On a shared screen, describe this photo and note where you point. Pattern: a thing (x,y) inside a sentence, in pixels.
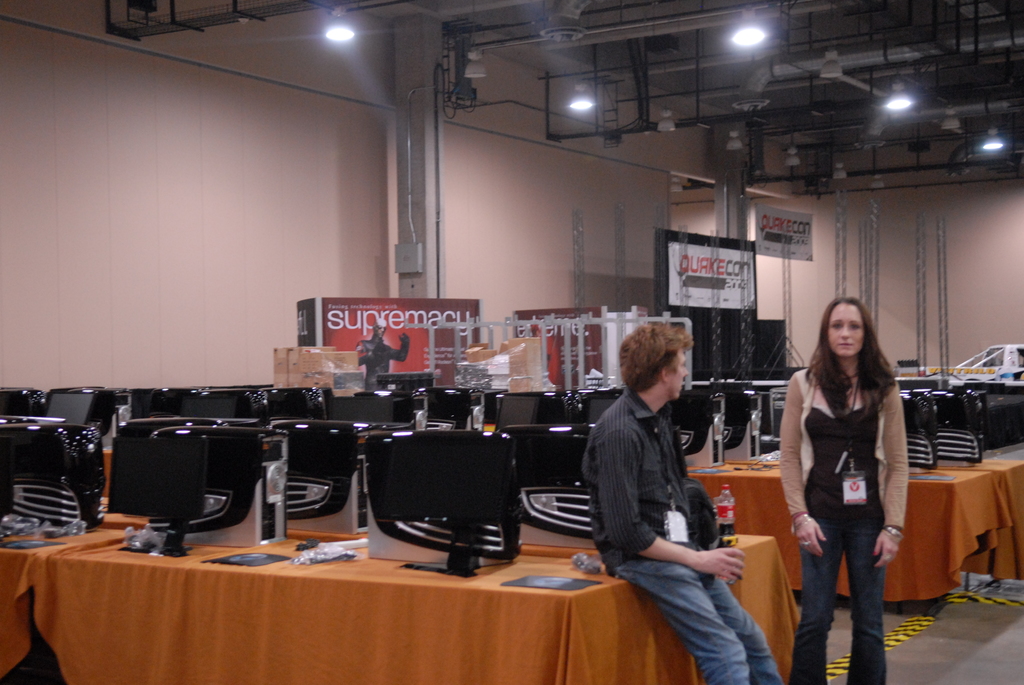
In this image we can see a man (669,356) and a woman (803,645) standing on the floor (912,664). We can also see a group of devices (580,511) and a bottle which are placed on the tables (760,479). On the backside (346,324) we can see the boards (364,368) with some text (369,307) on them, the metal frames (440,323), cardboard boxes (486,376) which are placed one on the other, a device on a pillar (434,261) and a roof (824,125) with some ceiling lights (673,124) and metal poles (761,124).
